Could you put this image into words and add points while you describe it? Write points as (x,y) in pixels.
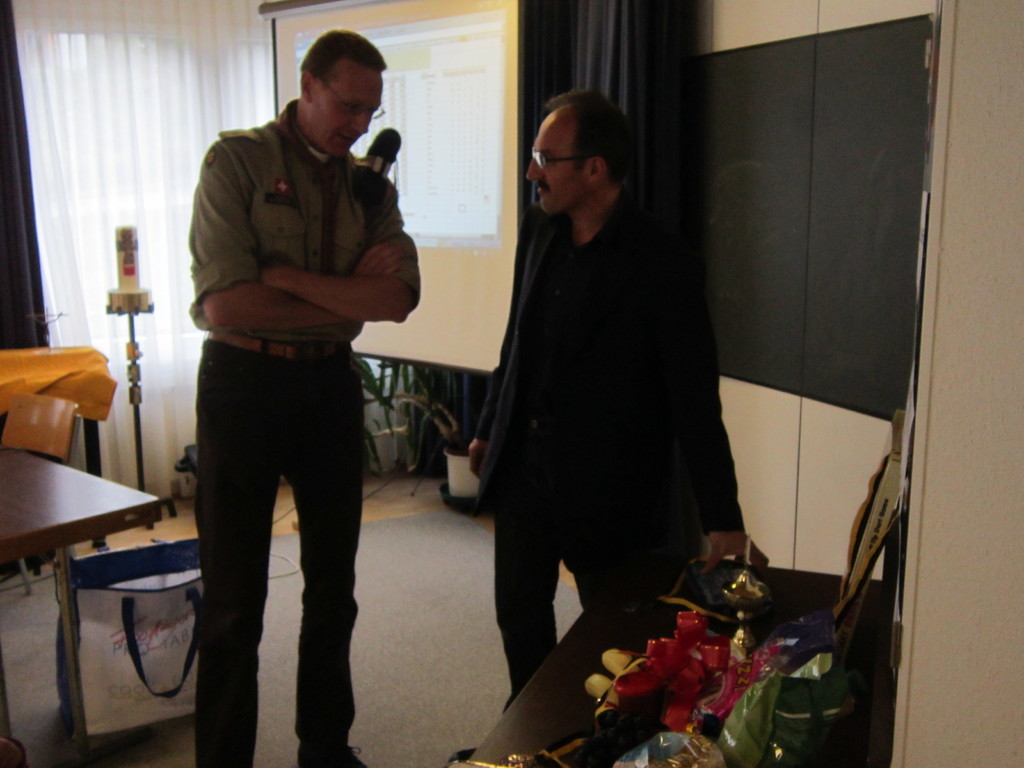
This image is clicked in a room (130,593). There is a window curtain (145,193) on the backside (88,204) and screen (409,165) in the middle (437,258). There is a table (91,535) on the left side (102,534) and there is another table (627,605) on the right side (788,600) bottom corner. There are two people (529,320) standing in the middle (560,281). Both are men (339,286).
